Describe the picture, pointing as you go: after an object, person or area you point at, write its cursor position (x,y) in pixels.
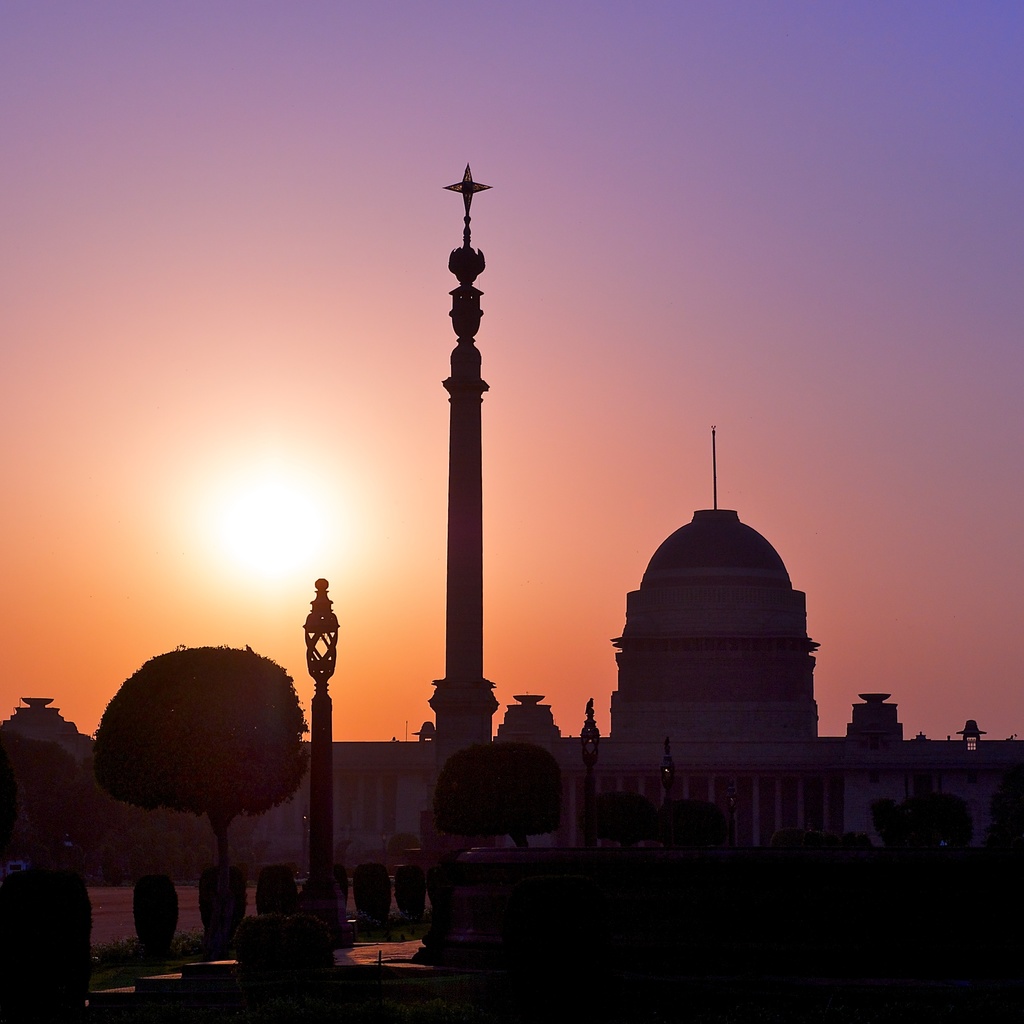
In this image, this looks like a palace (749,733). This is the tower (453,660). I can see the trees (228,819) and small bushes (275,868). This looks like a light pole (334,626).
